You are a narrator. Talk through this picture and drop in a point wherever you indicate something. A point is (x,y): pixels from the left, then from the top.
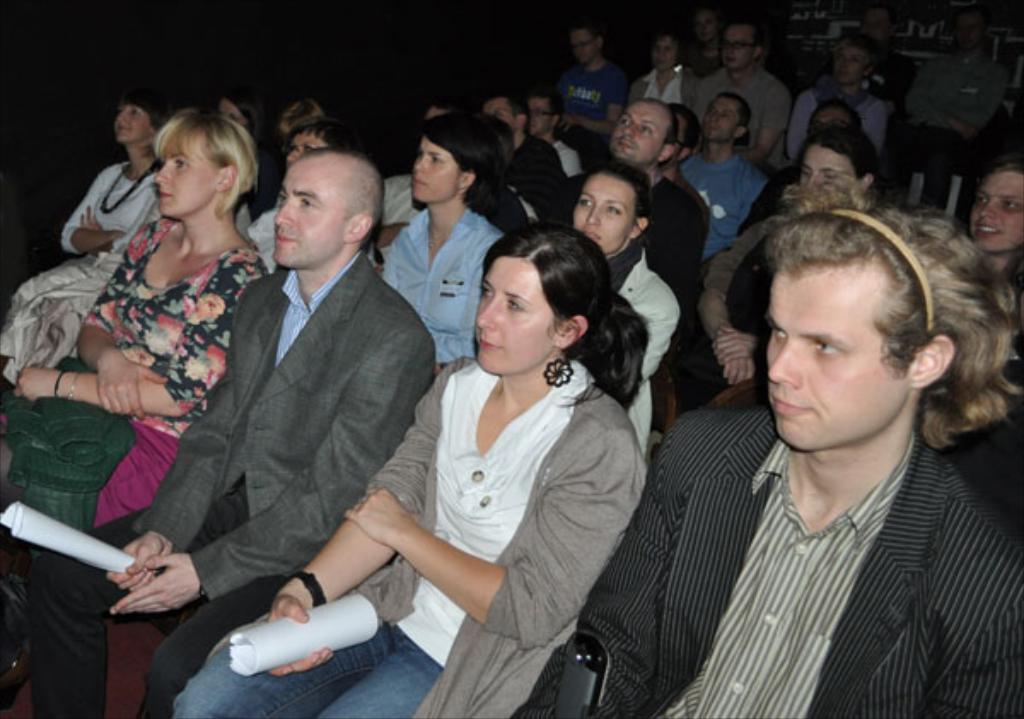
In the image there are many people (707,263) sitting. In front of the image there are two people (339,547) holding the papers (55,543) in their hands (286,601). There is a black background (279,81).
